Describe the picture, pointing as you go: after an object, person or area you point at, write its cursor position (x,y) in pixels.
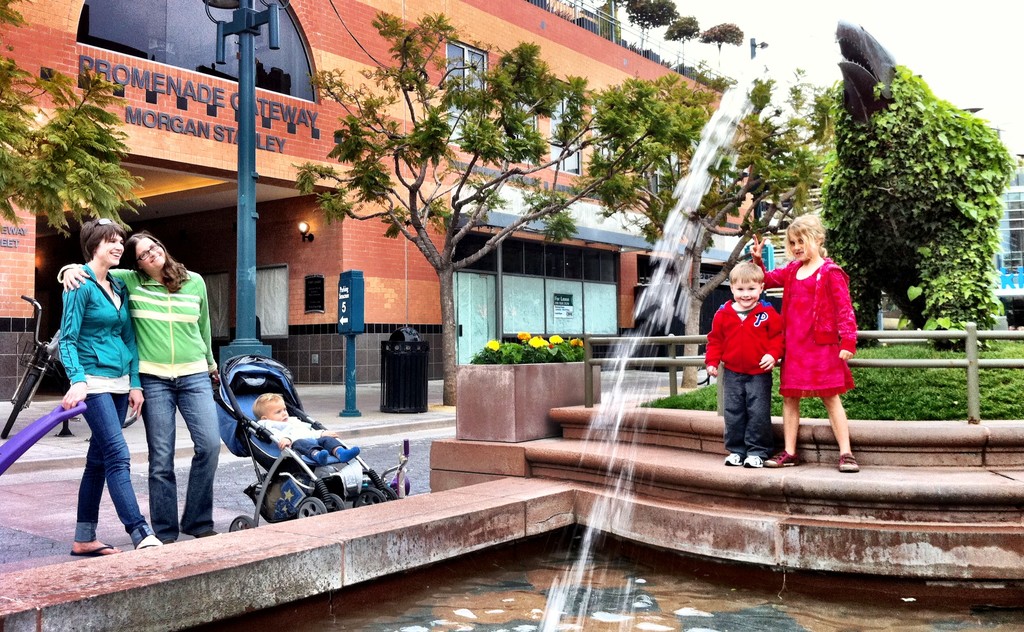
To the left side of the image (114,352) we can see two women (127,360) standing on the ground (180,498). A baby (292,436) sitting in a baby carrier (285,487). To the right side of the image (789,301) we can see two children (835,330) standing on the fountain (674,444). In the background (984,335), we can see metal barricade (984,335), group of trees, poles (250,111), building (311,108), bicycle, trash bin (421,380) and the sky (965,61).
